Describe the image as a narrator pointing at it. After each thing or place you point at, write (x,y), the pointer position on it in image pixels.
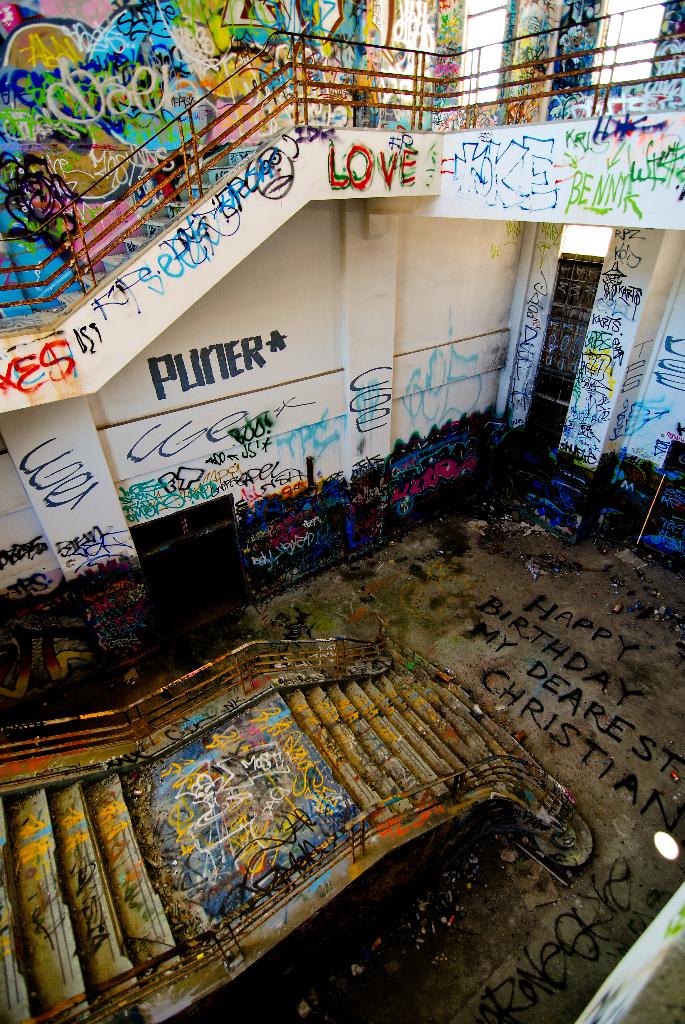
In this image we can see stairs (330,759), floor (680,578) and walls (390,400) are decorated with the colorful paints (432,476) and some text (349,159) written on it.
